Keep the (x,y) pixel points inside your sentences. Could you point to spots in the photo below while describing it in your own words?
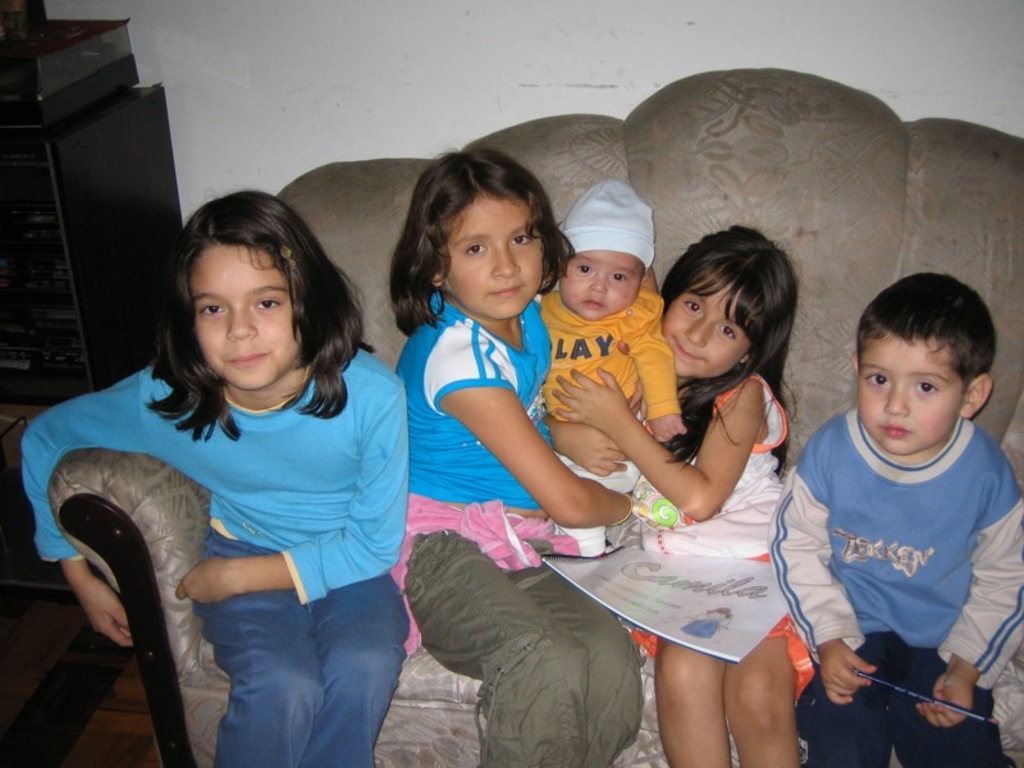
In this picture we can see a group of kids (392,583) sitting on a sofa (410,717) and a boy (921,624) is holding a pencil (945,707). On the girl lap (703,606) there is a book (629,572). Behind the sofa (718,225) is the wall (313,90). On the left side of the kid (294,213), it looks like a cabinet (76,131). On top of the cabinet (58,225) there is an object (48,43).
